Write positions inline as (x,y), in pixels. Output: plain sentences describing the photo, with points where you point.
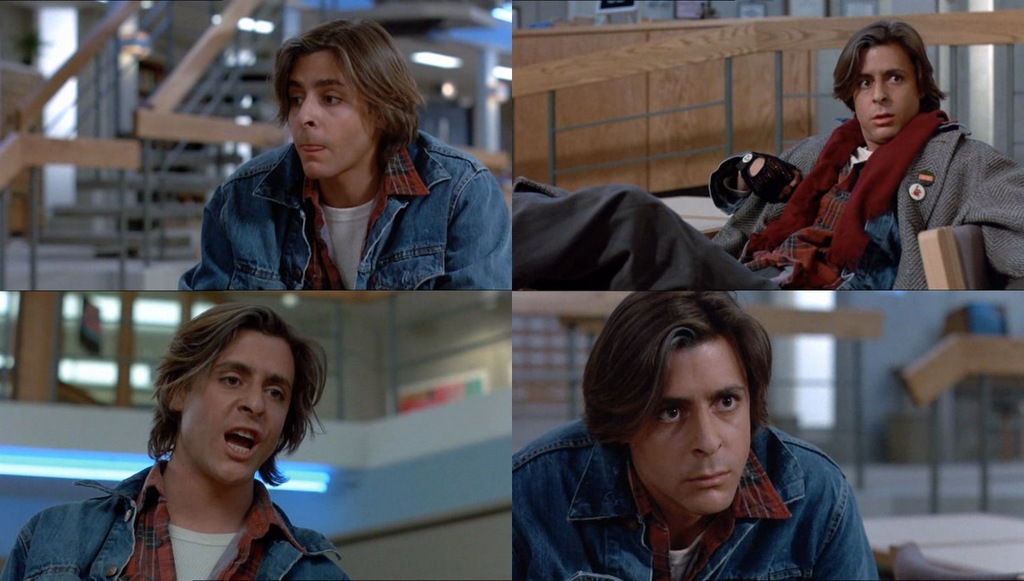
This is a collage picture. I can see a man (337,33) sitting, and in the background (462,98) there are stairs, lights (447,88) and some other objects (558,378).
